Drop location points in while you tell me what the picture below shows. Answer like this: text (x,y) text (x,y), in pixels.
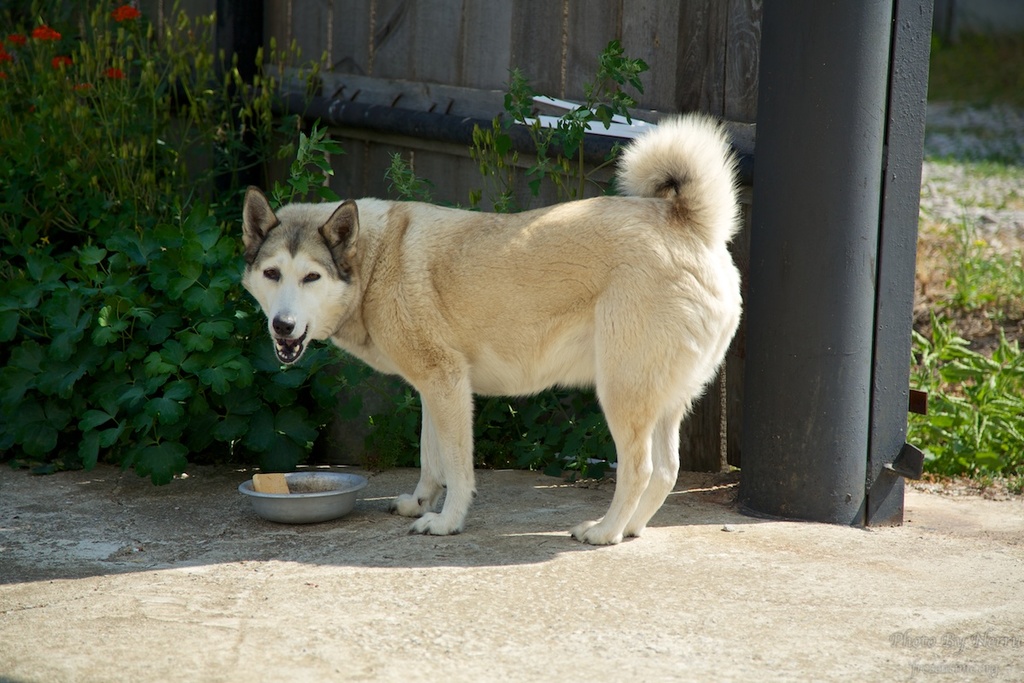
In the center of the image (458,302), we can see a dog (487,288) and in the background (377,90) there is a fence (376,139) and some plants (201,358). At the bottom (325,508), there is a food (279,484) in the bowl (338,500).
